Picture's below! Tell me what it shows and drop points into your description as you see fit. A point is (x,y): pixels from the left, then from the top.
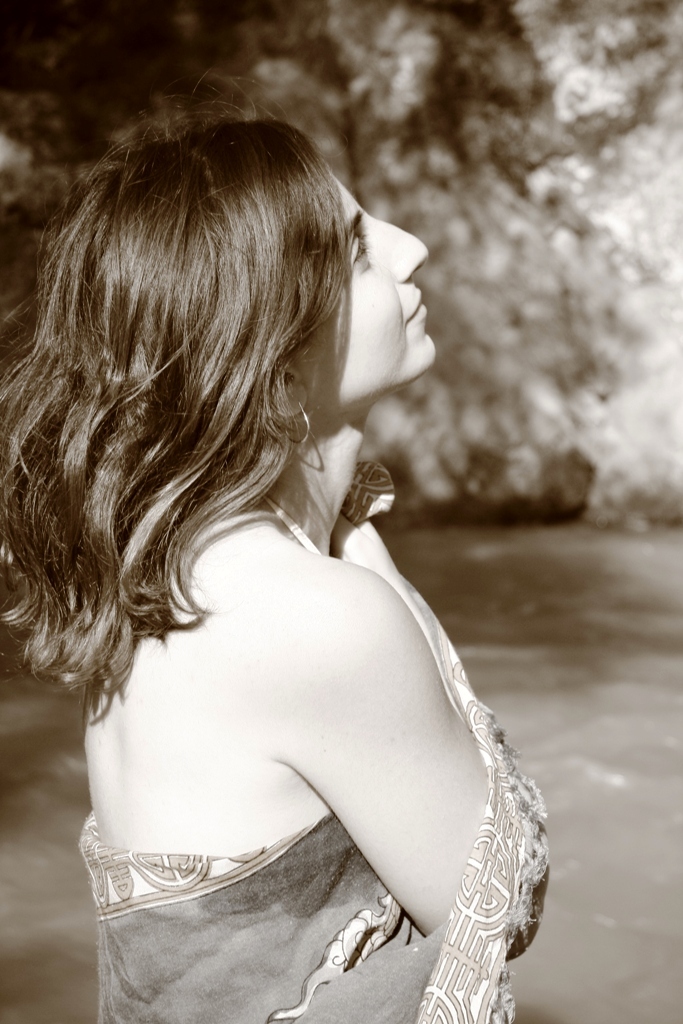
This is a black and white image of a lady (316,614). In the back (531,638) there is water (510,575). Also it is blurred in the background (315,45).
